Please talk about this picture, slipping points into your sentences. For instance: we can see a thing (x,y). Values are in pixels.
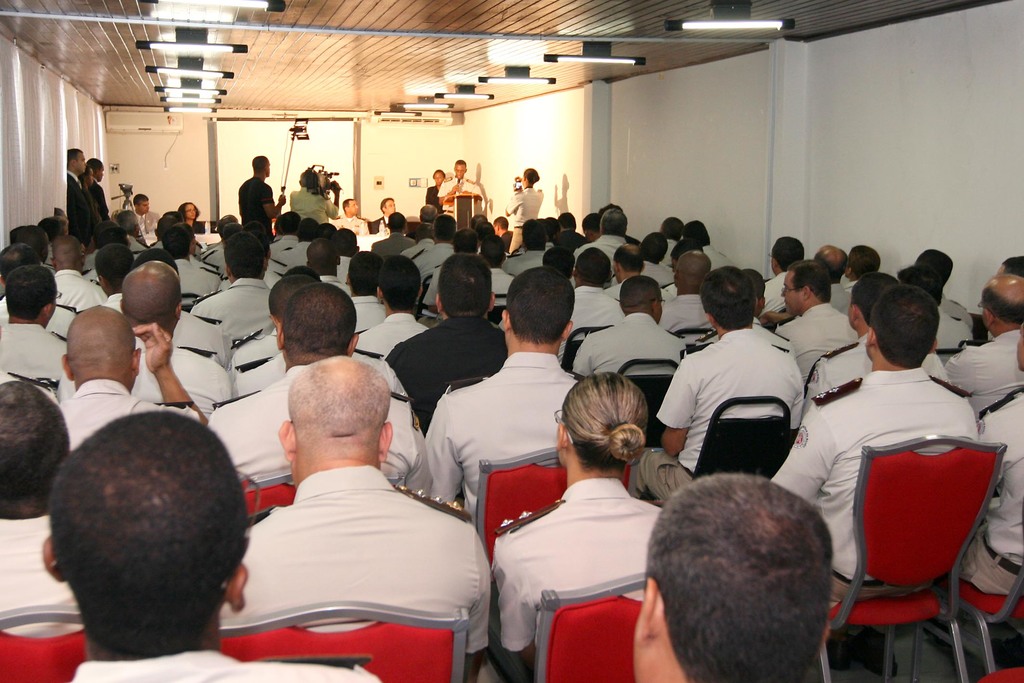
In the picture we can see a people (220,442) sitting on a chairs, in the background (66,200) we can see a screen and a persons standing and one person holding camera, to the ceiling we can see lights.
